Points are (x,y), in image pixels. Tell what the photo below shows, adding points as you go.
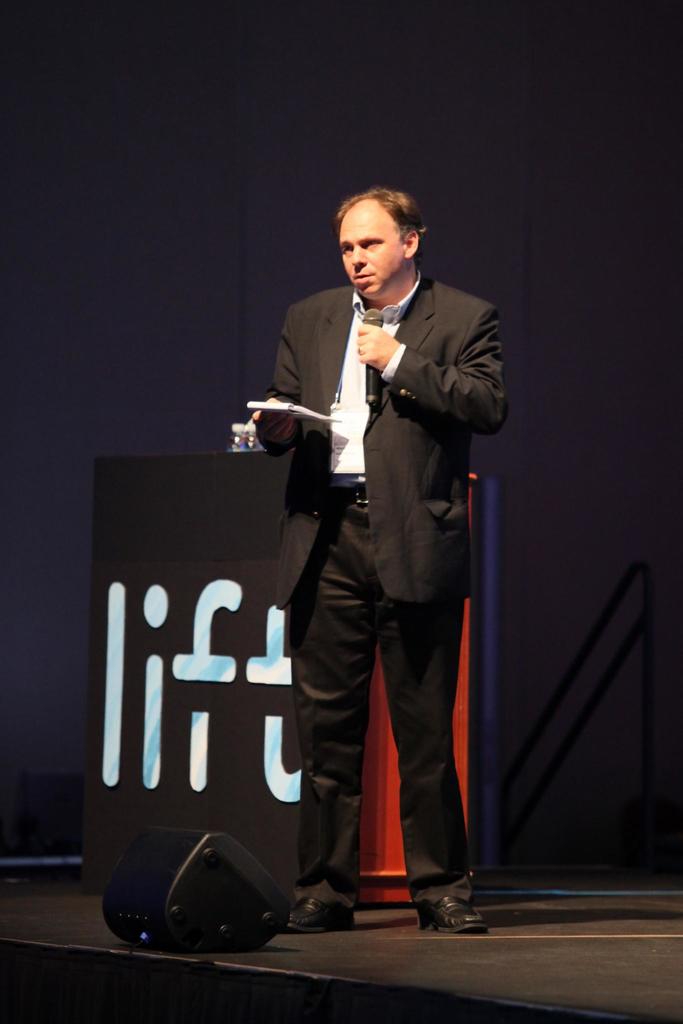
In this image I can see a man (381,496) wearing black color suit (426,442), standing and holding a mike (368,321) in the left hand (375,342) and some papers (293,405) in the right hand (268,419). It seems like he is speaking something. At the back of this man (287,557) there is a podium (156,584). In the background (341,132) I can see a black color curtain (575,519).
